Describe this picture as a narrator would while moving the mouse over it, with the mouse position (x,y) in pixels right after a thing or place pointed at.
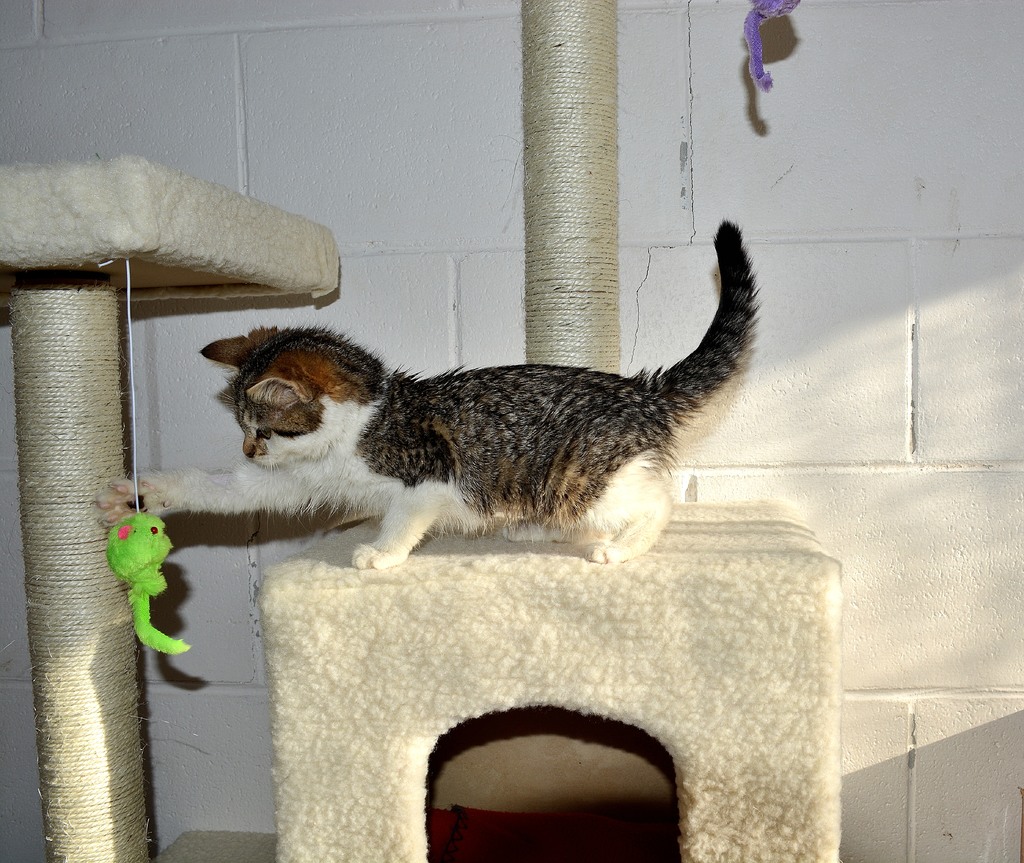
In the center of the image (487,443) we can see a cat (605,443) and holding a toy (145,564). On the left side of the image (40,631) we can see a table (62,615). In the background of the image (534,171) we can see the wall (817,40) and pole (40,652). At the bottom of the image (460,595) we can see an object (541,662).
